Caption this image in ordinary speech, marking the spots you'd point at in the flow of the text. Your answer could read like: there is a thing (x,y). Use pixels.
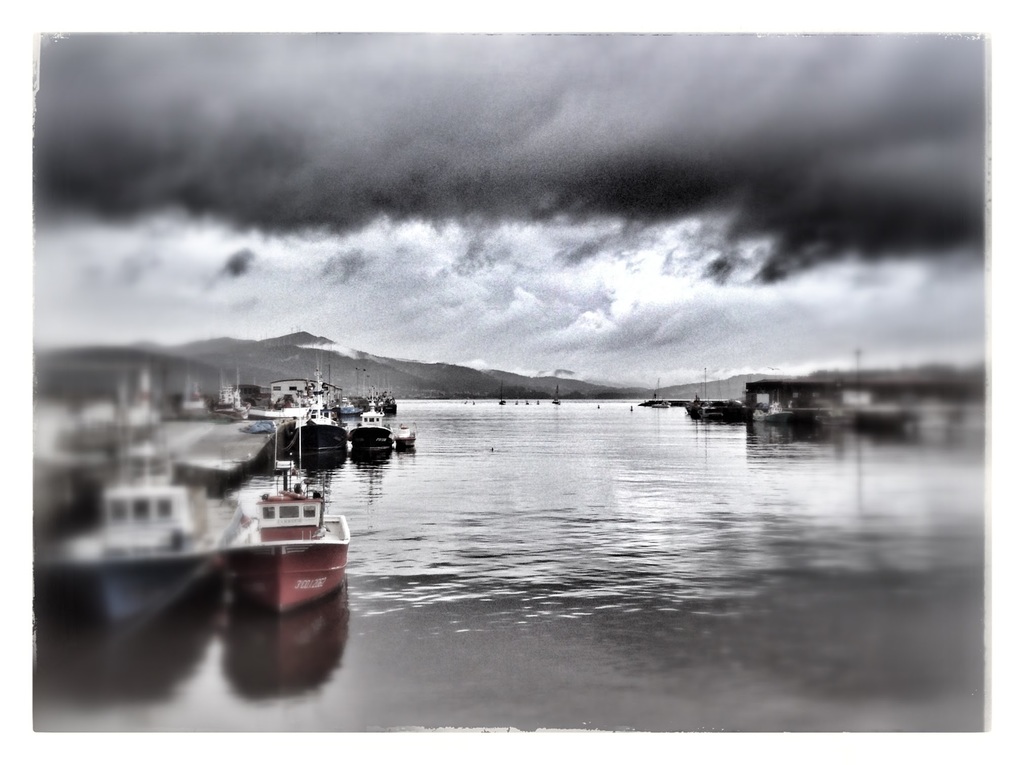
In the left side (273,516) there is a boat (319,564) which is in dark red color. In the middle (552,435) there is water (642,572), At the top (606,226) it's a cloudy sky (635,225).
